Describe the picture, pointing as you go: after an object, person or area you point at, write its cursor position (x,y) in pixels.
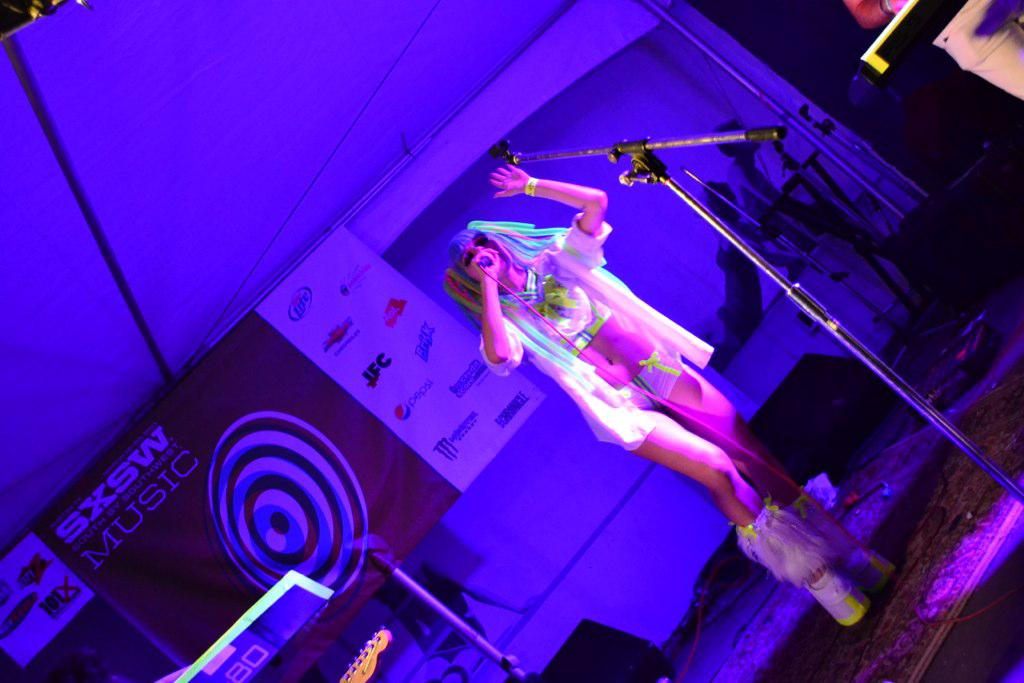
In the image there is a woman (630,383) standing on stage (855,633) and singing, behind her there is a banner (314,463) with music instruments (895,219) with purple light reflection (545,178).
